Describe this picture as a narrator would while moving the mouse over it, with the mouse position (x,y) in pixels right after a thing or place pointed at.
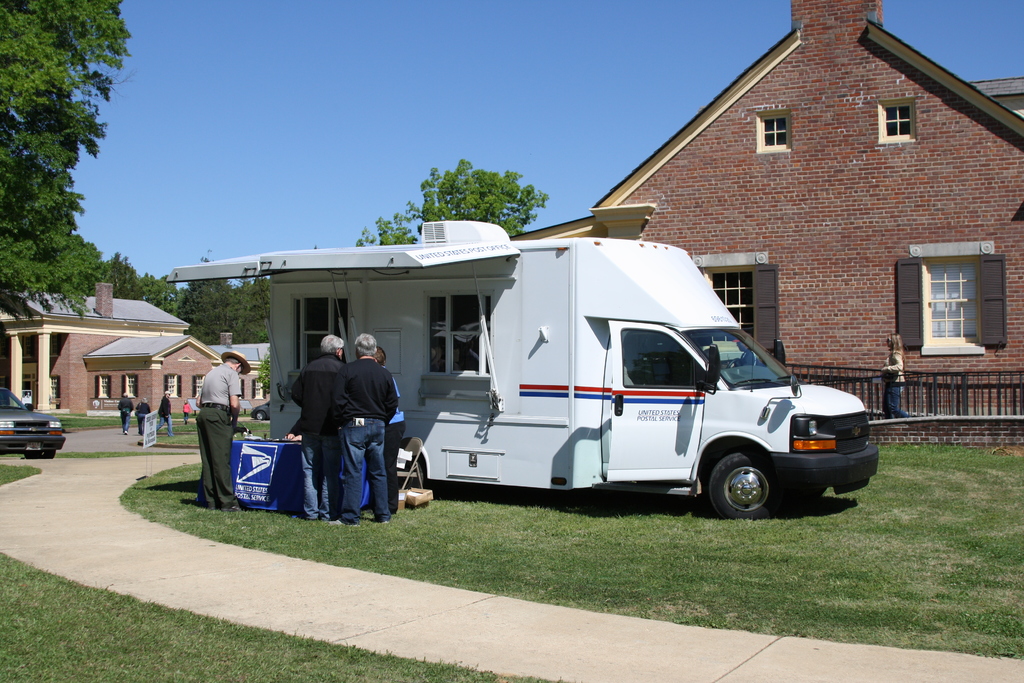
Here in this picture we can see a truck (571,424) present on the ground (499,512), which is fully covered with grass (524,503) over there and we can also see people (217,382) standing near the truck (283,436) as we can see a table (274,448) present over there and we can also see houses (719,285) present over there and we can see trees (67,243) present all over there and we can also see a car (1,398) present on the left side (17,408) over there.
